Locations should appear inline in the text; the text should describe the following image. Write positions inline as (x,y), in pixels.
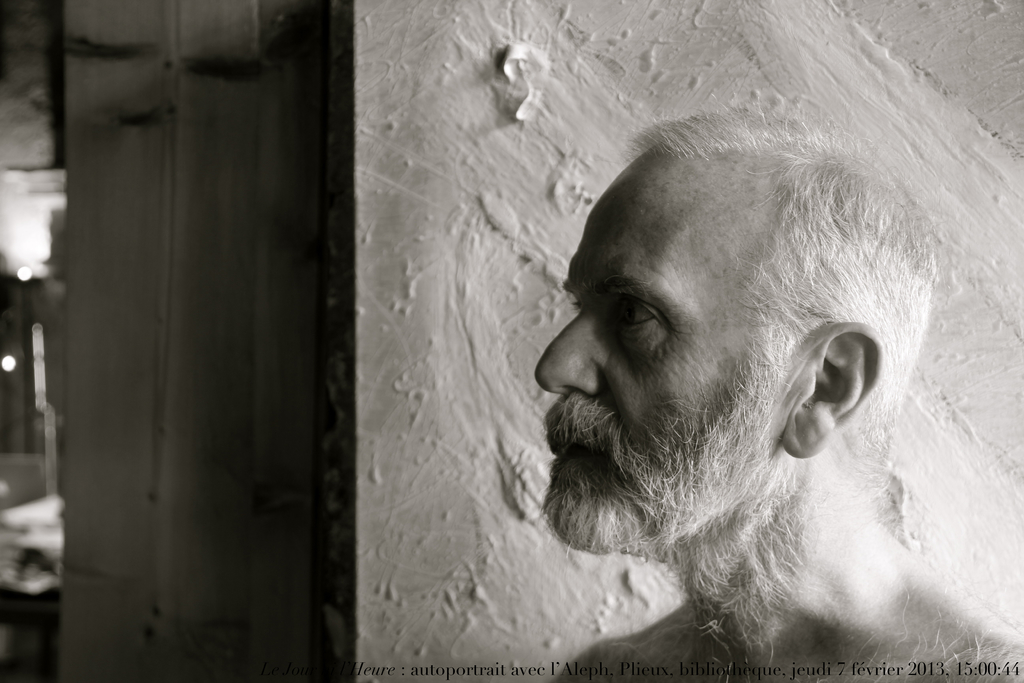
In this picture there is an old man (841,589) on the right side of the image (909,284) and there is a wall (503,113) behind him.
